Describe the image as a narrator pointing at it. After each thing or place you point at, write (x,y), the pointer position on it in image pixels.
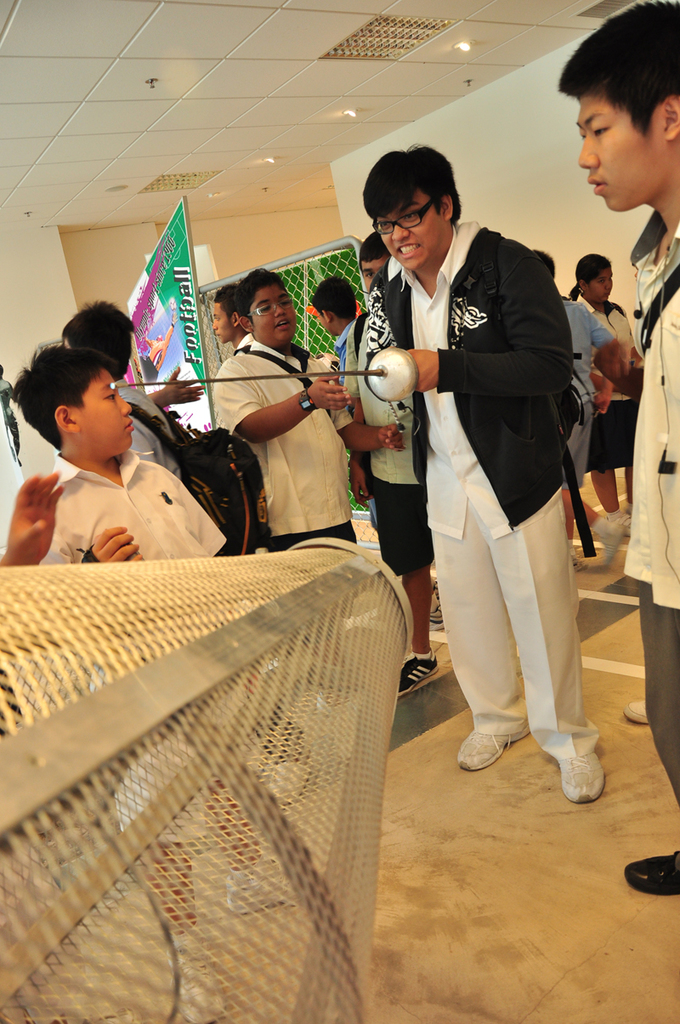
In this image we can see a boy (531,651) is standing on the floor (504,867). He is wearing a white dress (480,471), coat (511,454) and holding a sword (391,372) in his hand (416,353). We can see one more boy (673,255) on the right side of the image (659,164). In the background (630,310), we can see the children (219,390), banner (141,335), mesh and wall (618,298). At the top of the image (213,63), we can see the roof (208,41). There is a mesh object (132,690) in the left bottom of the image (120,695).
